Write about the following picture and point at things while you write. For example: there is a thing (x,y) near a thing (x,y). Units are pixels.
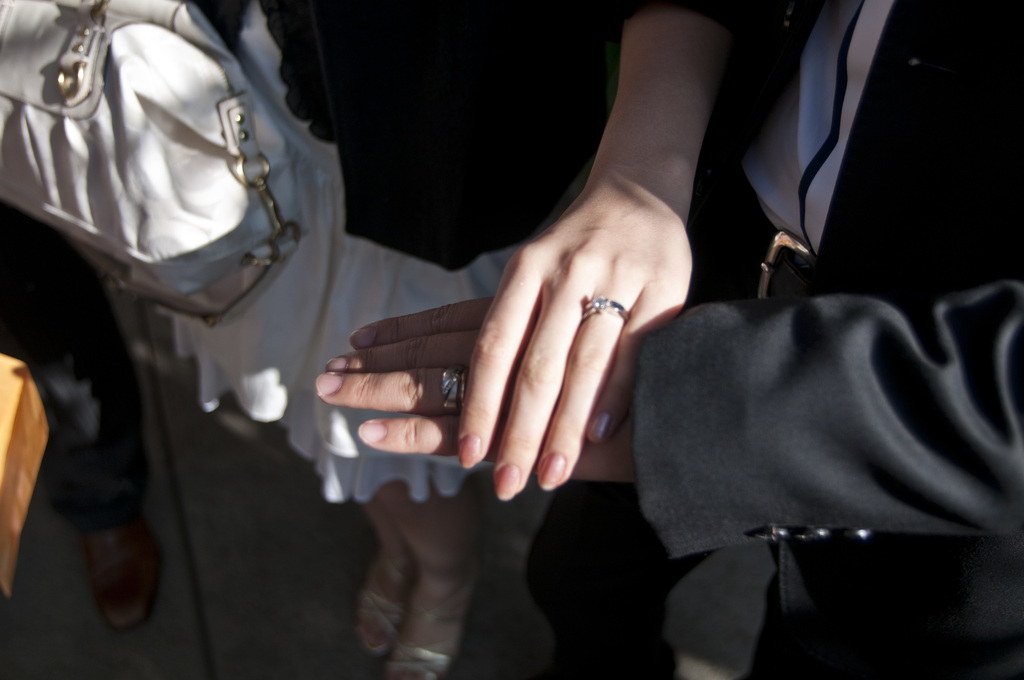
Woman (350,109) in black and white dress (356,160) is putting her hand (564,313) on the hand (445,408) of man (741,356) wearing black blazer (884,286) and beside her, we see a white bag (108,124) and beside that, we see the leg (121,489) of a person (64,479).
